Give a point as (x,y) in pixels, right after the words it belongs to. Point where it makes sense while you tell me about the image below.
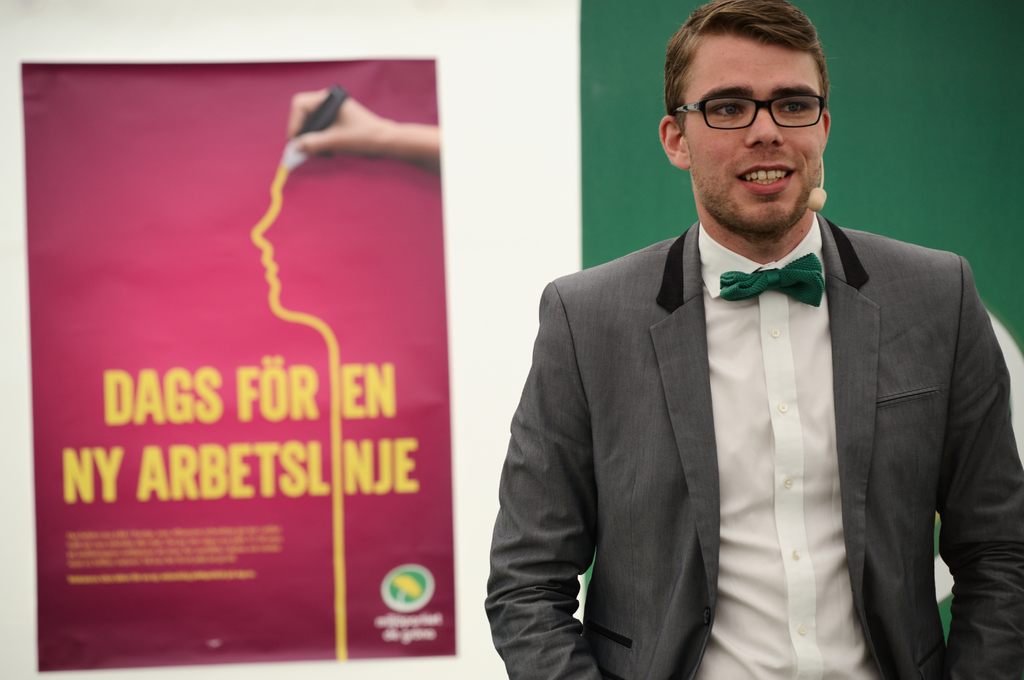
In this image I see a man (953,612) who is wearing grey color suit (638,395) and white shirt (745,482) and I see that he is smiling. In the background (67,176) I see the banner (233,371) over here on which there are words (311,369) written and I see the green color thing (626,37) over here.
